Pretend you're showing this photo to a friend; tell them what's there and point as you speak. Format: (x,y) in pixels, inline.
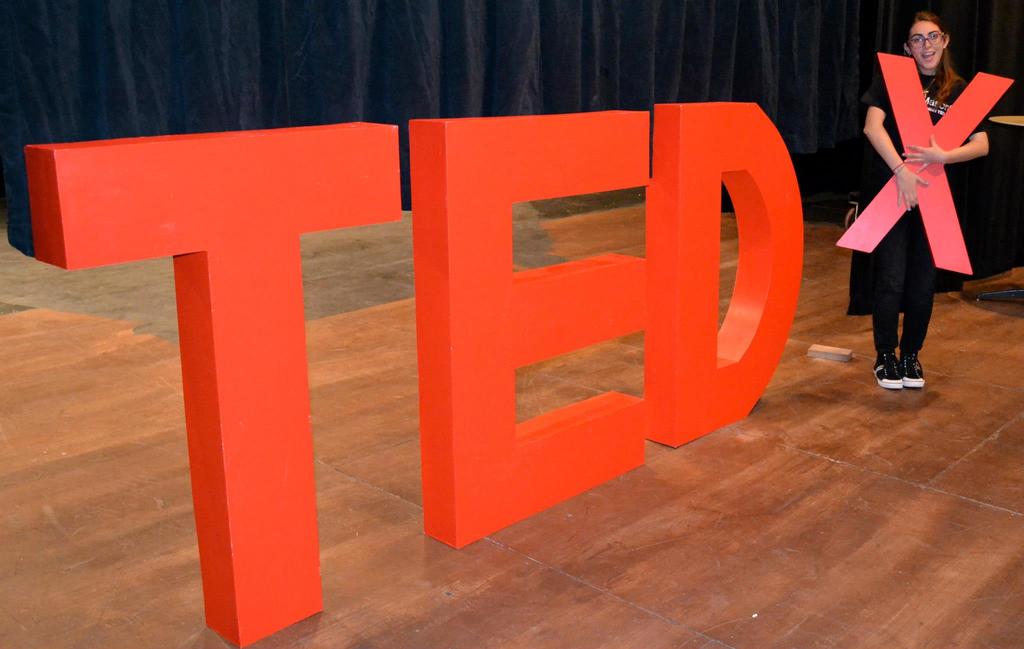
There are Tedx cutouts (601,258) kept on the stage (849,259) and a woman (890,237) is holding the cut out (949,121) of X alphabet (869,235) in her hand (917,187) and in the background (252,68) there is a black curtain (647,86).
